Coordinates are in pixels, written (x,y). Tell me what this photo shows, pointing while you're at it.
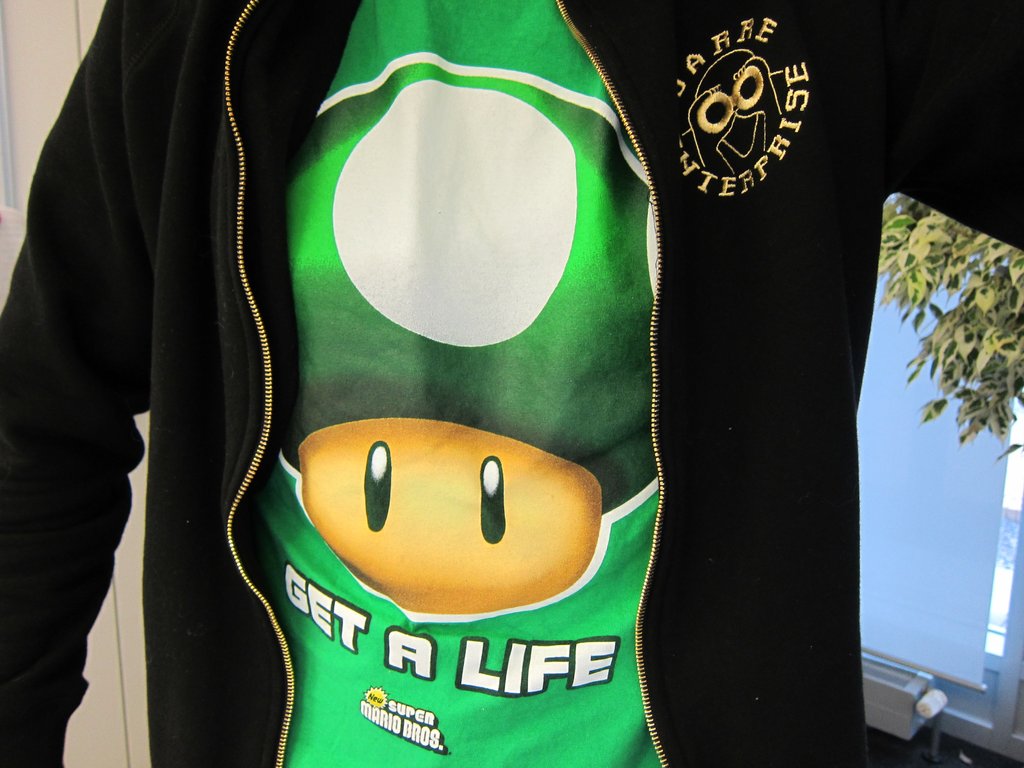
In this picture we can see a t-shirt (348,508), black jacket (147,131) and in the background (895,293) we can see leaves (969,378) and some objects (929,617).
